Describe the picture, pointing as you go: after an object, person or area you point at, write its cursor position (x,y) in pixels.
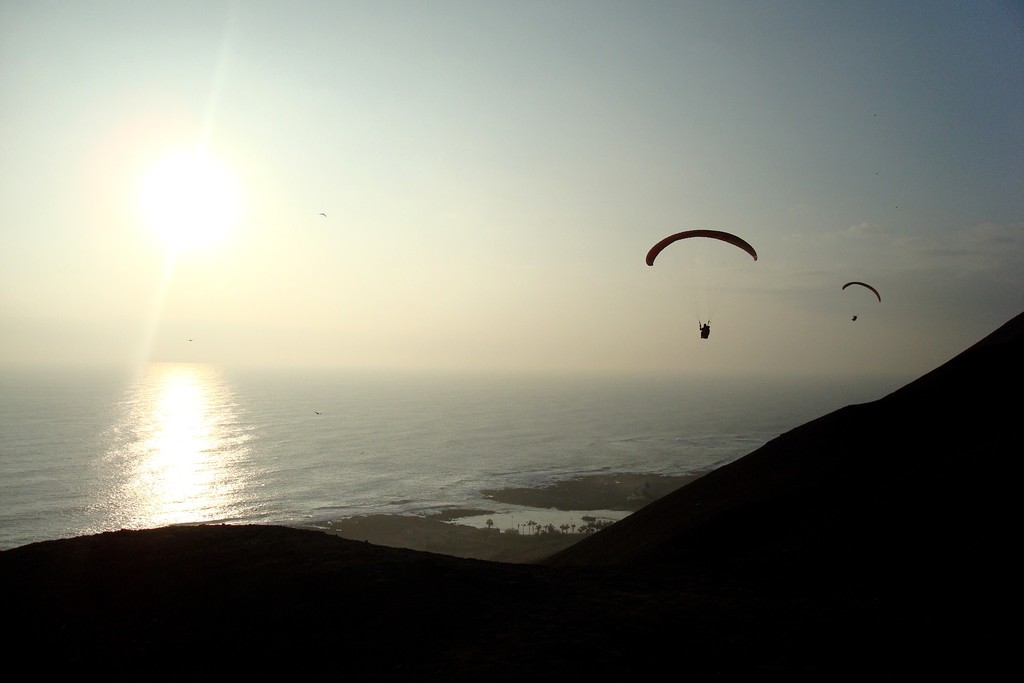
In this image I can see two paragliders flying in air (607,280), under that there is some water (323,466) and mountain (660,551).
